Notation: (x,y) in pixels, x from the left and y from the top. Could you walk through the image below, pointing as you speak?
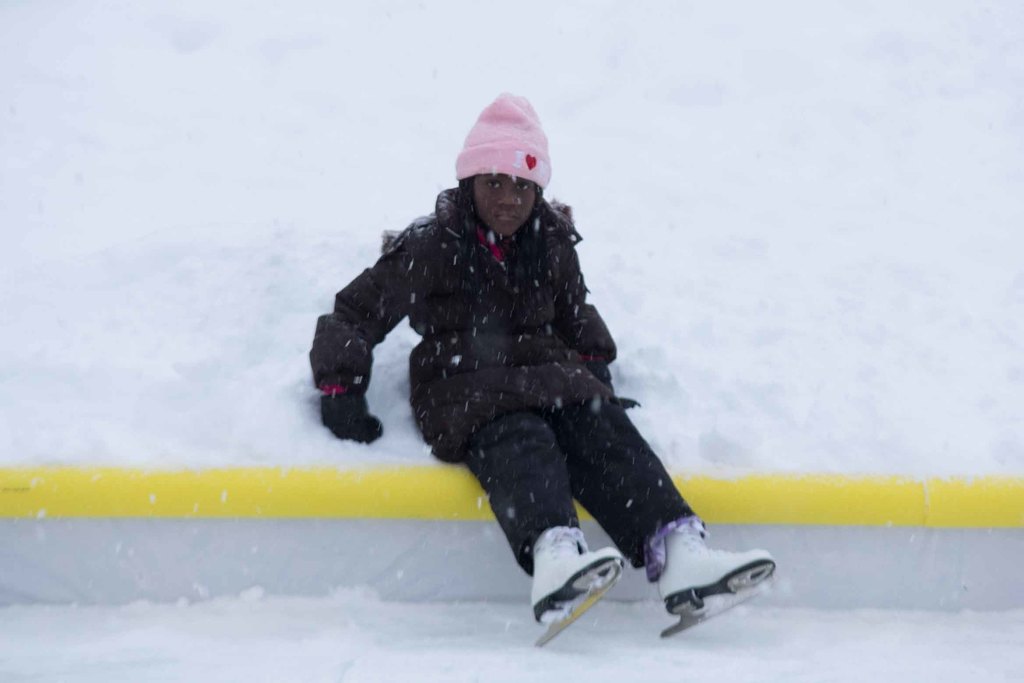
In the middle of the image (503,362) we can see a kid (503,362) is seated on the snow (623,376) and the kid (565,495) wore ice skates (544,591).
